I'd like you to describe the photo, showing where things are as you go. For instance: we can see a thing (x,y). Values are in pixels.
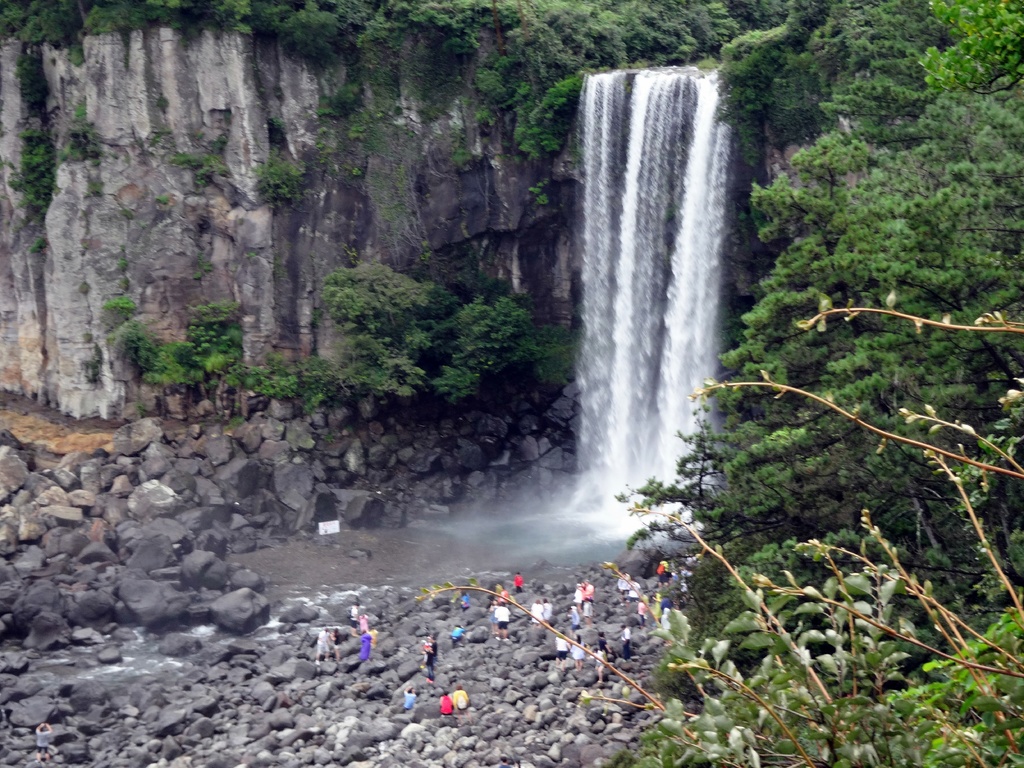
In this image I can see few rocks (199,527) which are black in color on the ground (311,595), few trees (820,588) which are green in color and number of persons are standing on the rocks (475,599). I can see a huge mountain (388,193), the waterfall (646,159) and few trees (604,49) on the mountain (369,91).
